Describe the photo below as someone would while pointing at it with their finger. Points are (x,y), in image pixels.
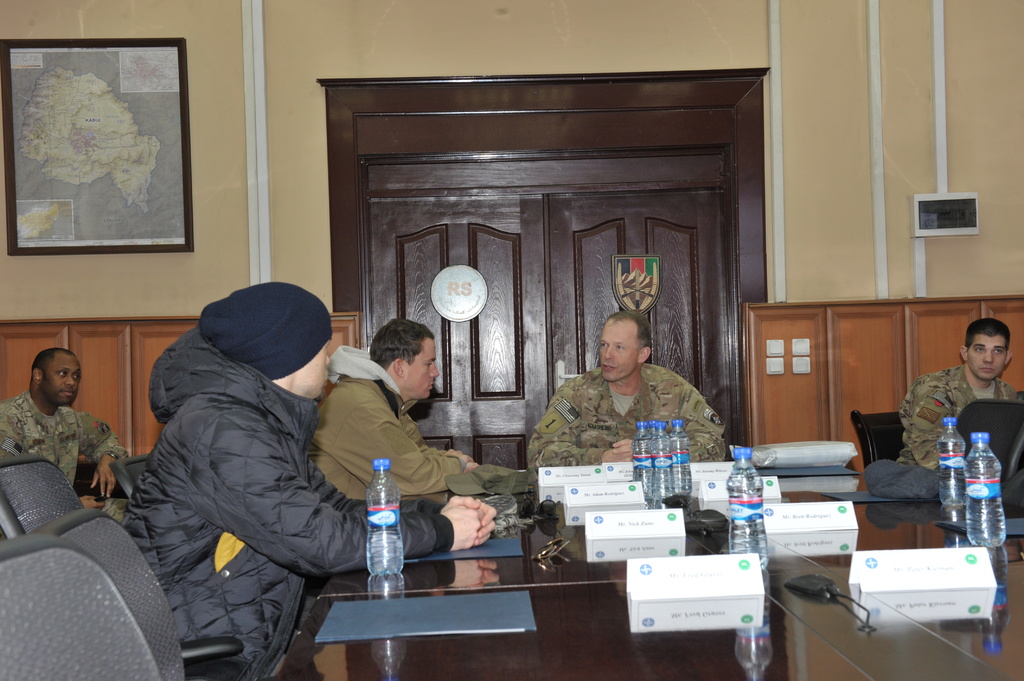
In this image I can see a table (558,596) on the table (553,608) I can see bottles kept on it and I can see there are few persons (334,375) sitting around the table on chairs (45,468) and I can see the wall (802,68) at the top (242,174) and I can see wooden door (493,216), on the left side (98,92) I can see a map (159,106) attached to the wall (238,187).
